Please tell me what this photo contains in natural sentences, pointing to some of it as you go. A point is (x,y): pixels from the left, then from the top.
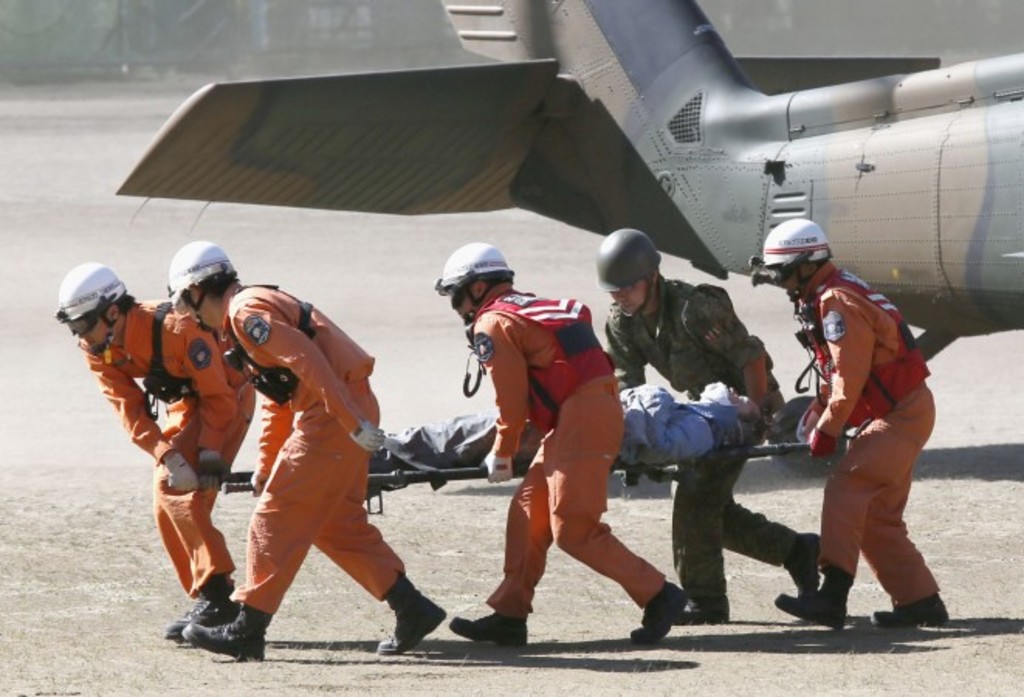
There are four persons (856,325) in orange color dresses (859,324) and a person (712,298) in gray color dress (656,317), holding stretcher (244,477), on which there is a person (693,421) laying and running on the road (802,648), near a gray color aircraft (878,59). In the background (898,24), there are trees (24,27) and other objects (312,13).
